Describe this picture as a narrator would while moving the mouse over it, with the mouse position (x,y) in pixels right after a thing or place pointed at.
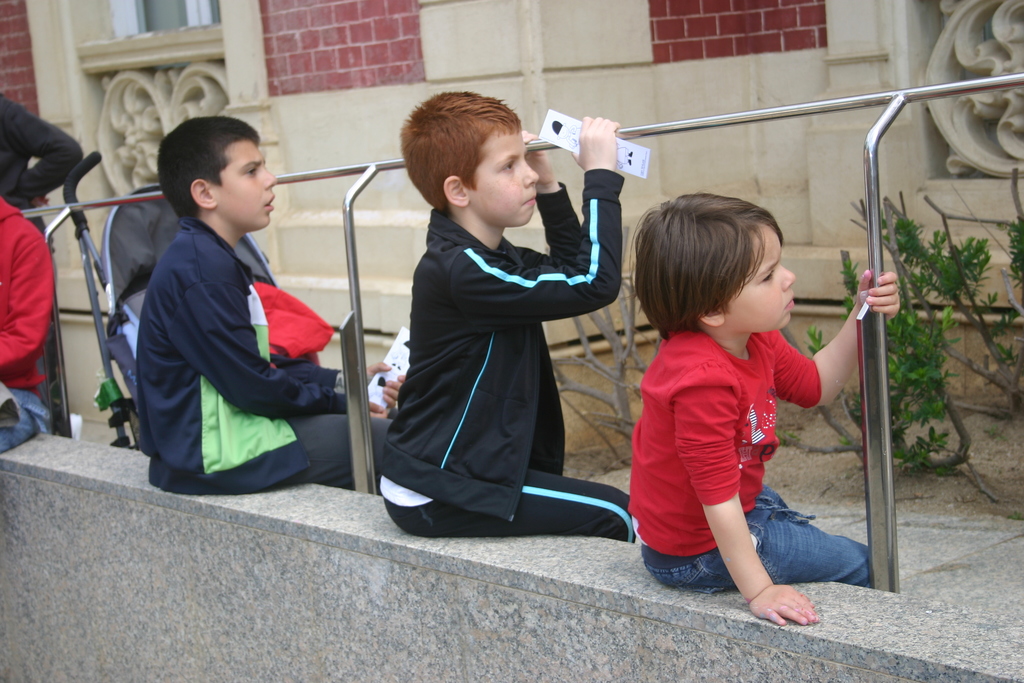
In this image we can see a few people (287,360) sitting and holding the objects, there are some plants (925,196) and a building (636,211).
